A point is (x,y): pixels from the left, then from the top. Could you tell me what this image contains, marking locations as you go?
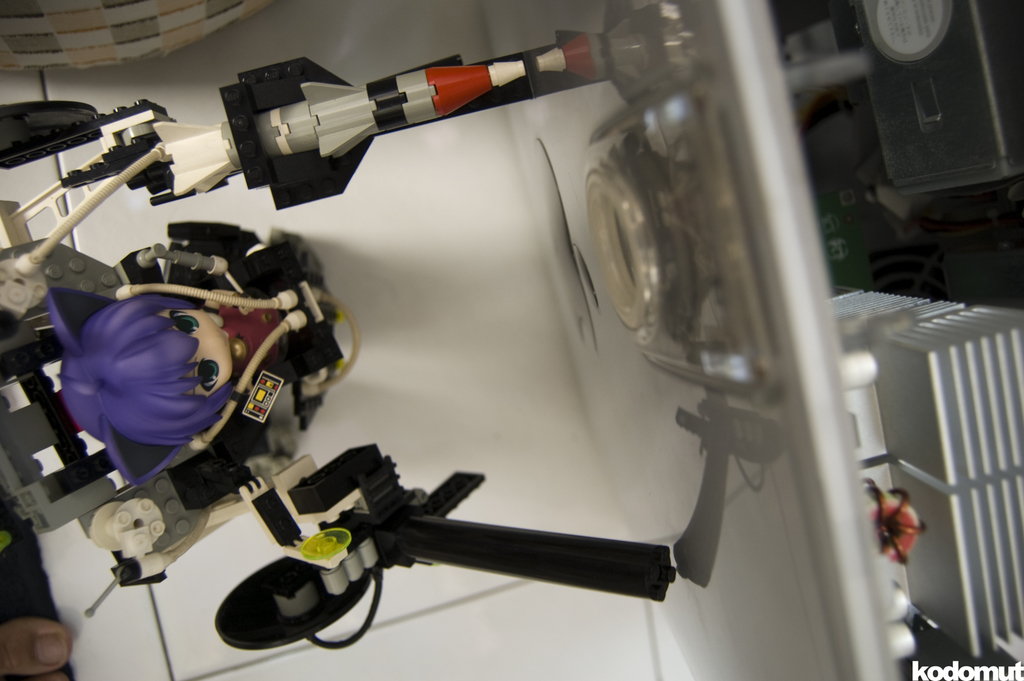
In this image there are toys (563,583) on the surface (676,591), there are objects (972,301) truncated towards the right of the image (959,304), there is text (952,668) at the bottom of the image (939,673), there is an object (114,29) truncated at the top of the image (72,29), there is an object (22,360) truncated towards the left of the image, there are person feet (28,645) truncated.
